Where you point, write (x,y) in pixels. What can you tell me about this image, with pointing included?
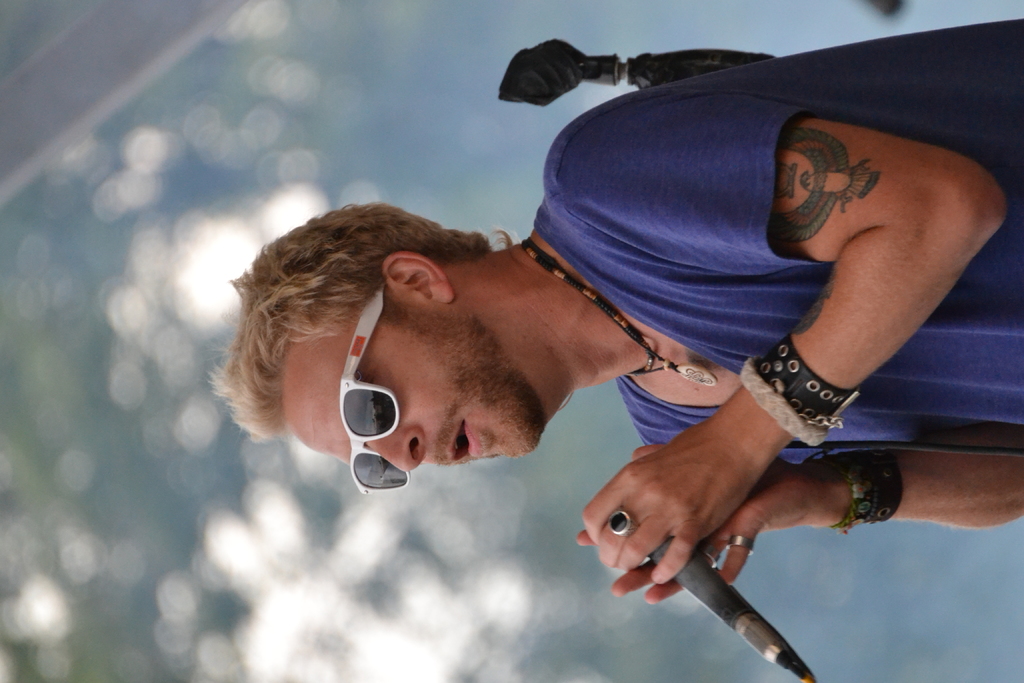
In this image we can see a man (559,363) holding a mike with his hands (677,520) and he wore goggles (368,317). There is a blur background (360,580).
